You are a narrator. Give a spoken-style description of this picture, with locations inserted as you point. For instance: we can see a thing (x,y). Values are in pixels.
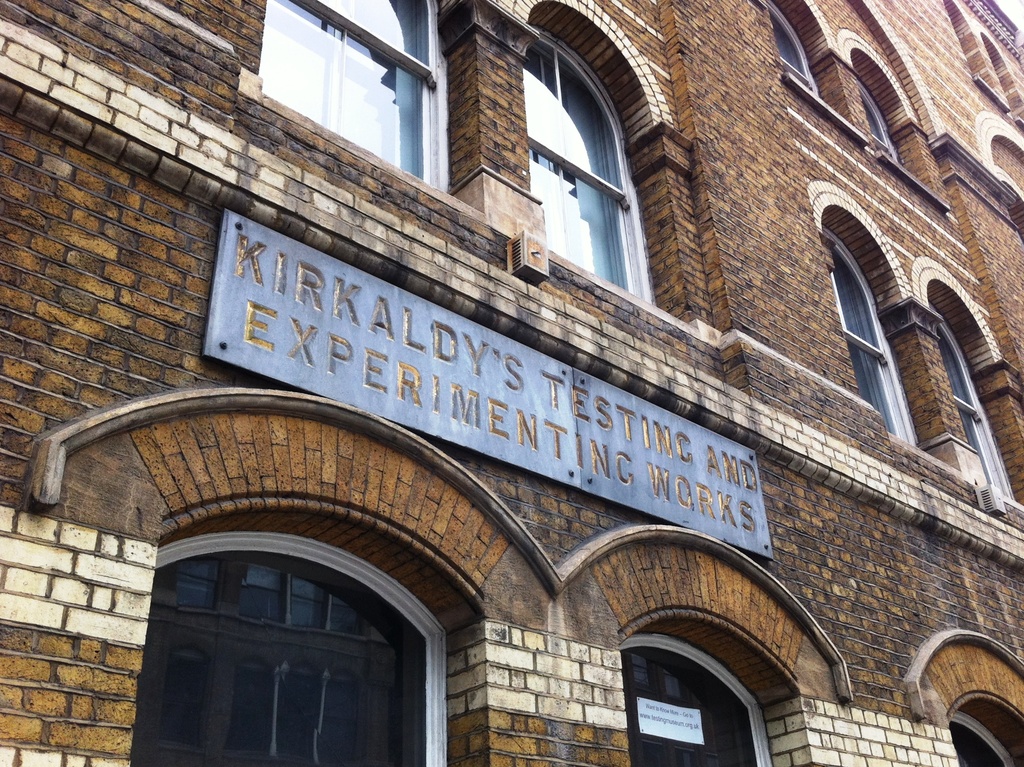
As we can see in the image there are buildings (523,214) and windows (744,704). Here there is a banner (486,410).
